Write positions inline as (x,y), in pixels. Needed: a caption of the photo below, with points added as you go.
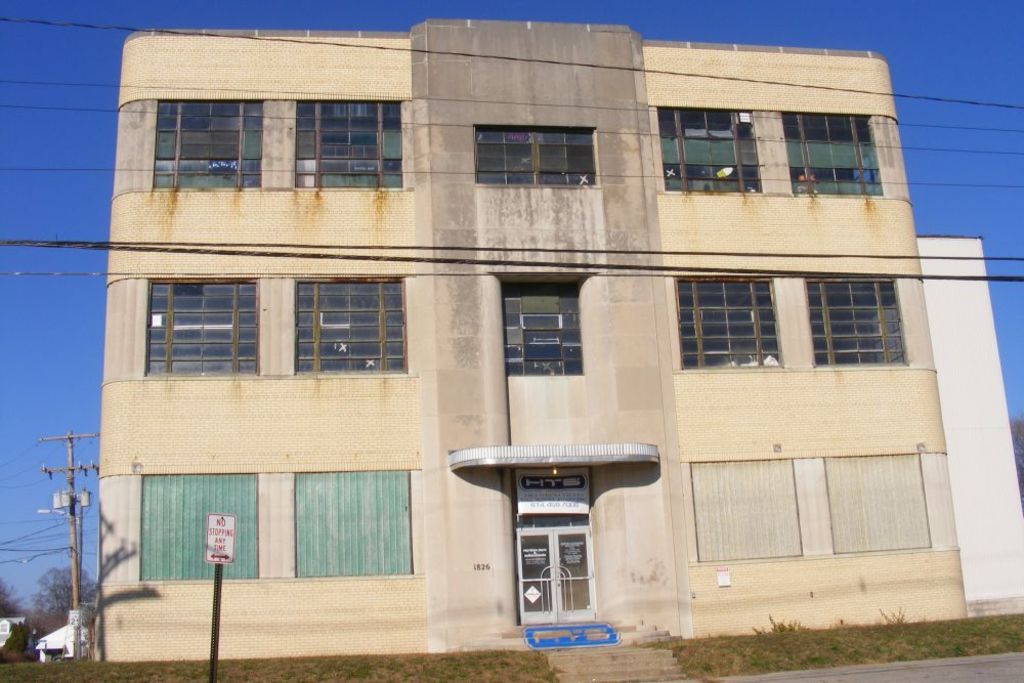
In this picture there is a building (495,188). In the foreground (573,515) there is a door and there is a board (549,501) and there is a text (566,497) on the board (575,503) and there is a staircase (618,659). On the left side of the image (75,645) there are poles (79,631) and there are wires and there is a board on the poles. At the back (50,575) there are trees (50,575) and buildings (55,645). At the top (35,182) there is sky (67,234) and there are wires (109,247). At the bottom (945,678) there is a road (959,677) and there is grass (918,637).
